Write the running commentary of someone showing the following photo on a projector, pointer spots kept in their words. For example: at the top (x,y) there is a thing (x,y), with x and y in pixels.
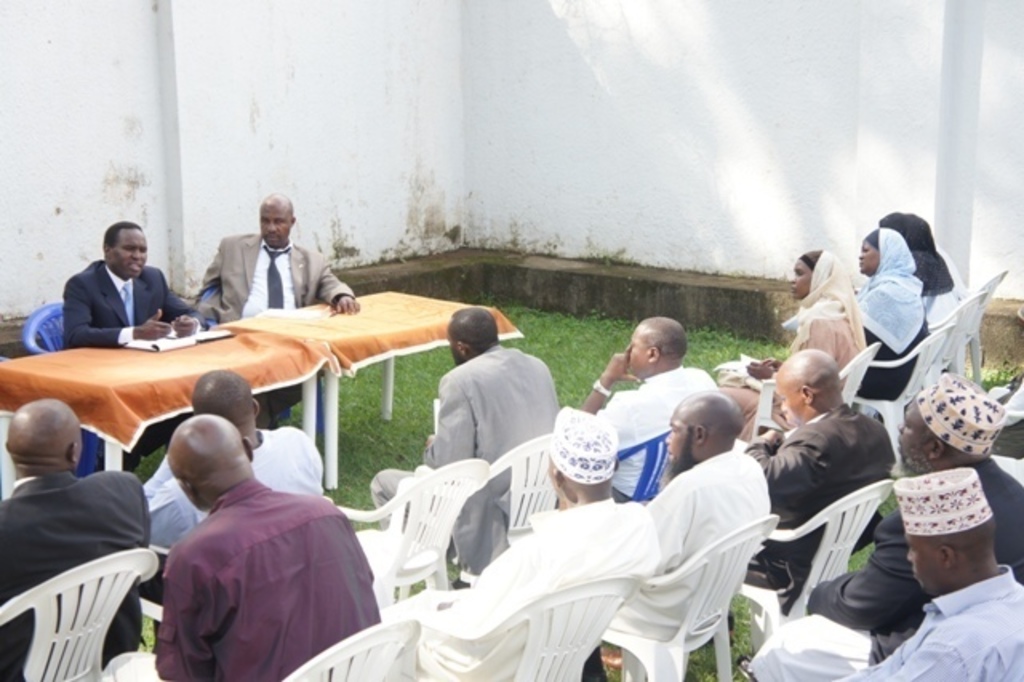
In this image there are two people (119,263) sitting in the center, before them there are many people (773,500) sitting and listening to them. There are tables (286,358) and papers (166,347) placed on the tables (293,360).
